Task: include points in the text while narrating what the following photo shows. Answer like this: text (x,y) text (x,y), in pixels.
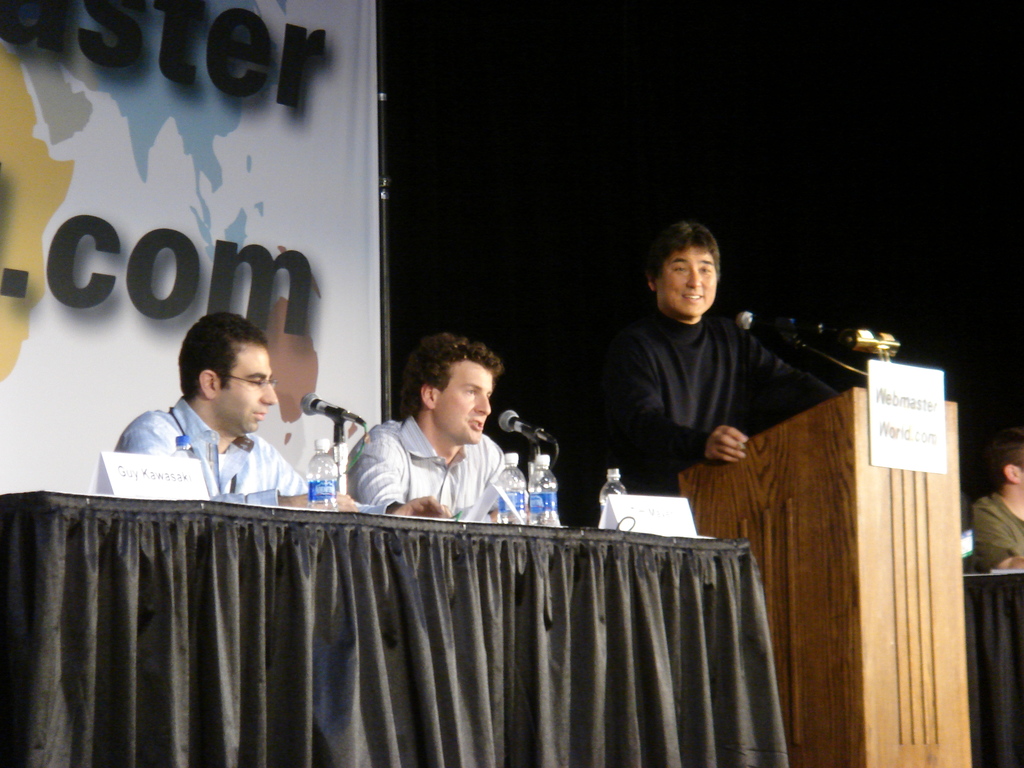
In this image we can see a person (688,389) standing and there is a podium (739,492) with a mic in front of him and we can see a few people (1008,470) sitting and there is a table (401,620) and on the table (493,659) we can see objects (517,513) like water bottles (542,519), boards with text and some other things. In the background (172,216), we can see a poster (323,187) with some text (226,87).
